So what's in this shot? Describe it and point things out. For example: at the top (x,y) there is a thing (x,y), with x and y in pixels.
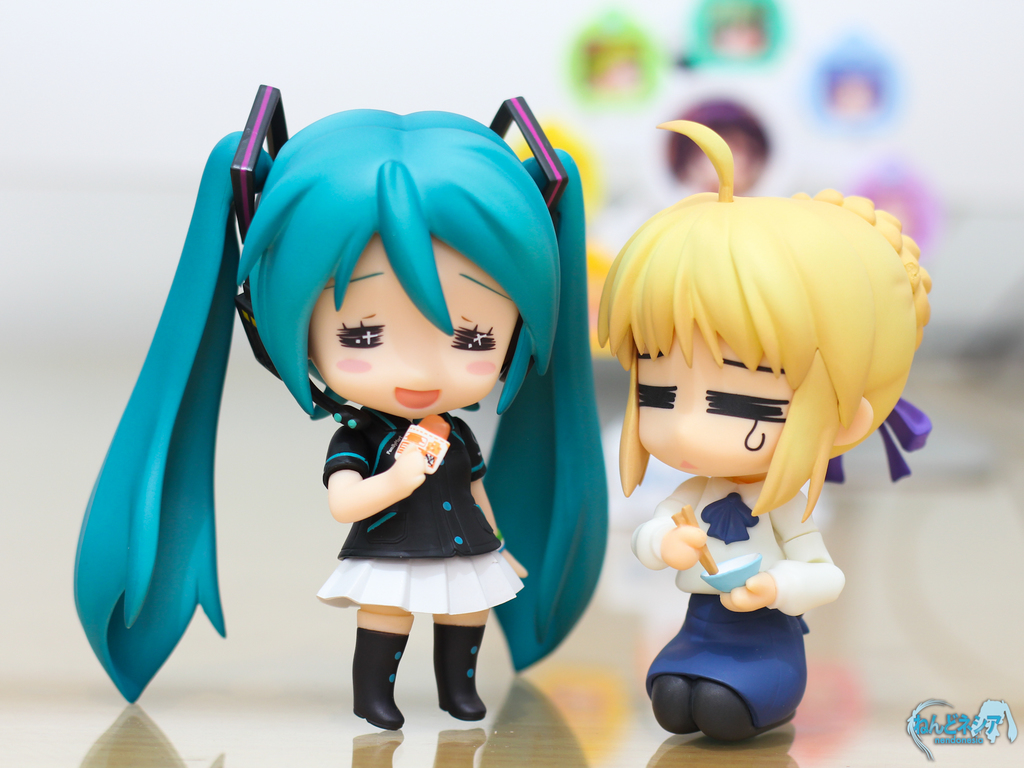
This image consists of two toys (383,280). They are in the middle (433,318).
